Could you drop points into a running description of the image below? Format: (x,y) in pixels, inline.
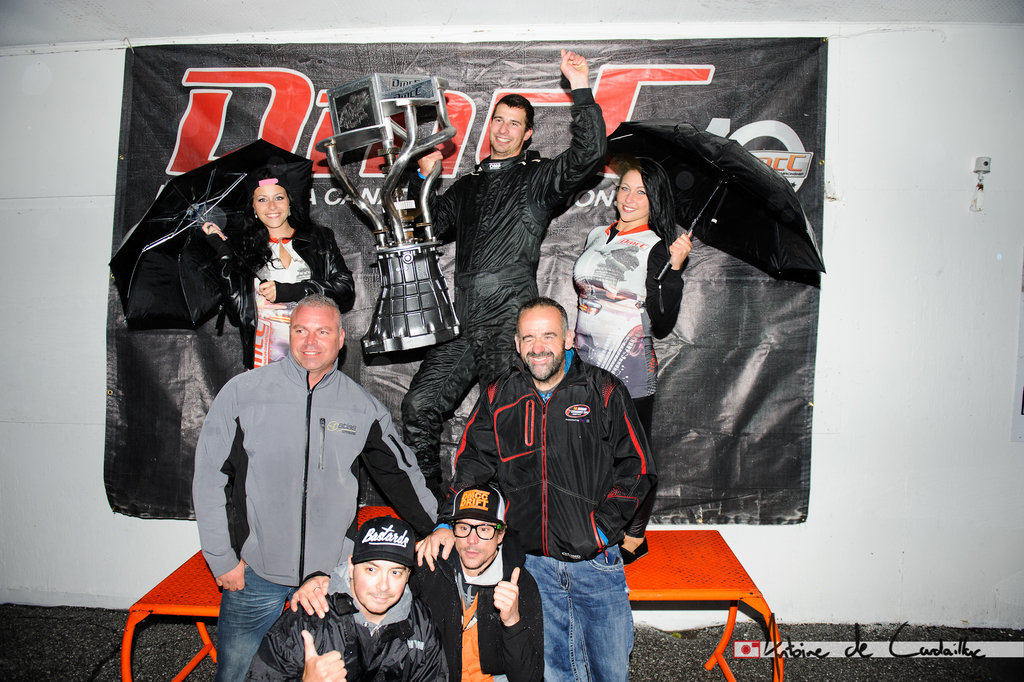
This image is taken indoors. In the background (49,153) there is a wall (867,137) and there is a poster (758,373) with a text (740,129) on it. At the top of the image (21,14) there is a ceiling (846,3). At the bottom of the image (888,662) there is a floor (739,664). In the middle of the image (499,341) there is a table (657,563) and two women (630,303) and a man (499,295) are standing on the table (674,538). Two women (303,288) are holding umbrellas (231,218) in their hands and a man (471,338) is holding a trophy (409,214) in his hand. Two men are standing on the floor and two men (409,610) are sitting on the floor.
